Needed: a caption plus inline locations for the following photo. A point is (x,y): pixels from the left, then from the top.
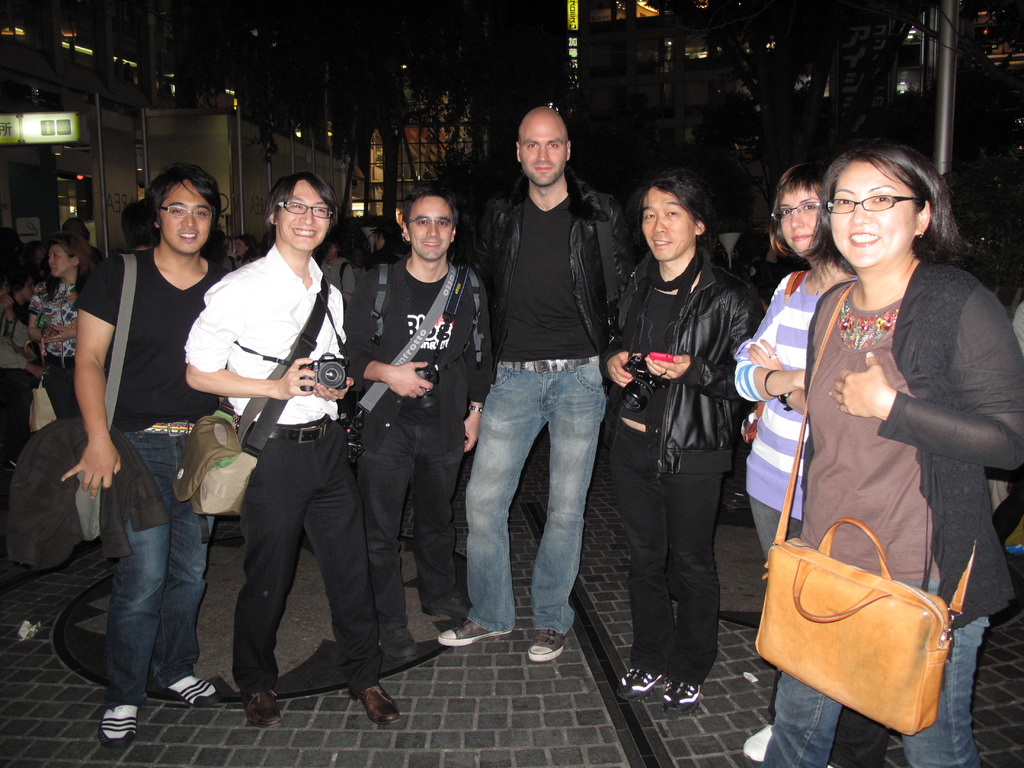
In this image I can see number of people (953,423) are standing. I can also see smile on their faces (900,233). Here I can see a person (332,350) is holding a camera (326,372).
